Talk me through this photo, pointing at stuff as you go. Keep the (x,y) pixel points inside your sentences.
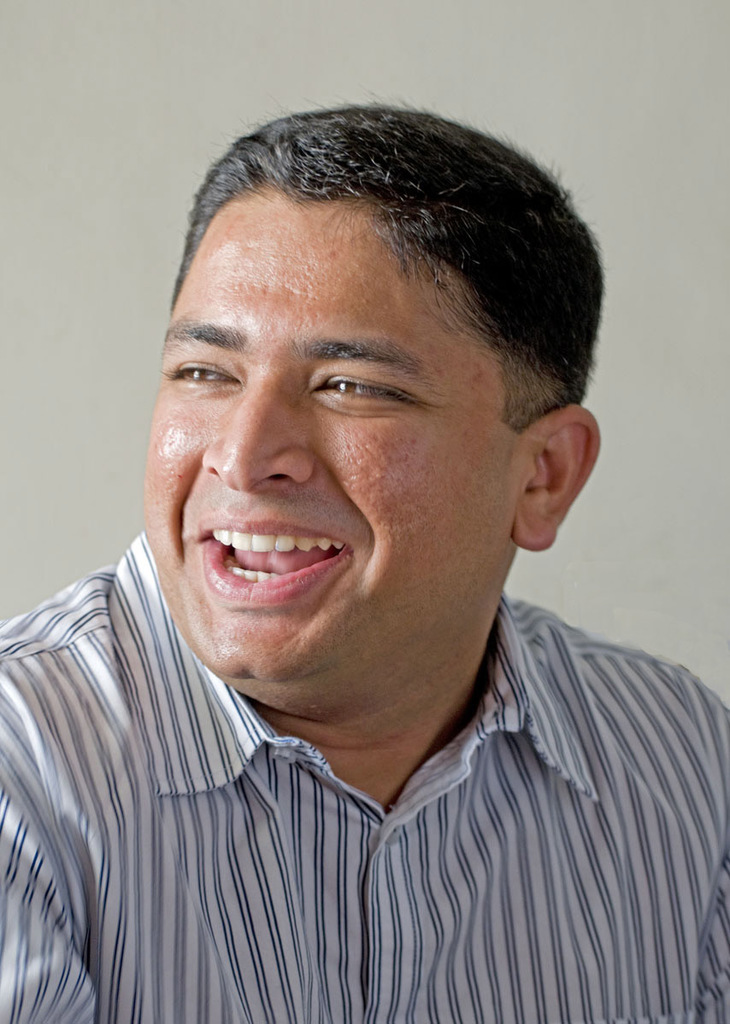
In this image we can see a person (402,674) smiling and in the background (348,91), we can see a wall (388,72).
